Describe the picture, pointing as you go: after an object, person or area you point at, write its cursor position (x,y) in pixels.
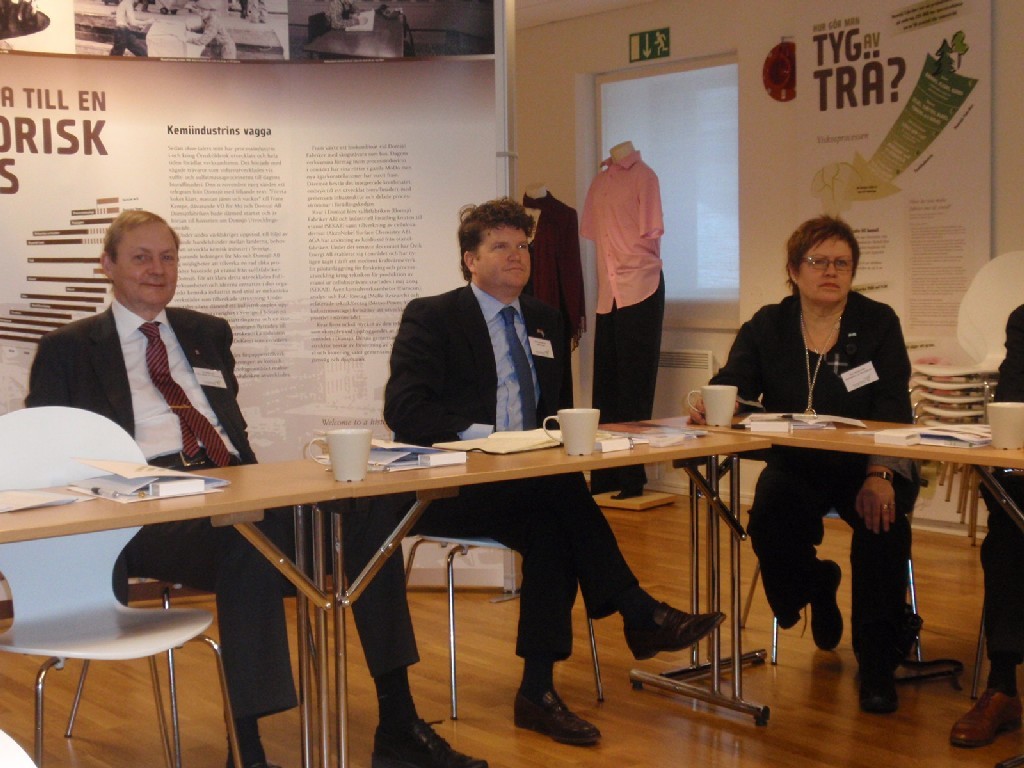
In the image it looks like a meeting there is a table (538,475) on the table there are four cups (732,410), some papers (122,481) and books (195,481), in front of the table (156,511) there are three people (853,321) sitting, behind them there are two mannequins (614,259) beside the mannequins (610,229) there is a big poster (259,68).
